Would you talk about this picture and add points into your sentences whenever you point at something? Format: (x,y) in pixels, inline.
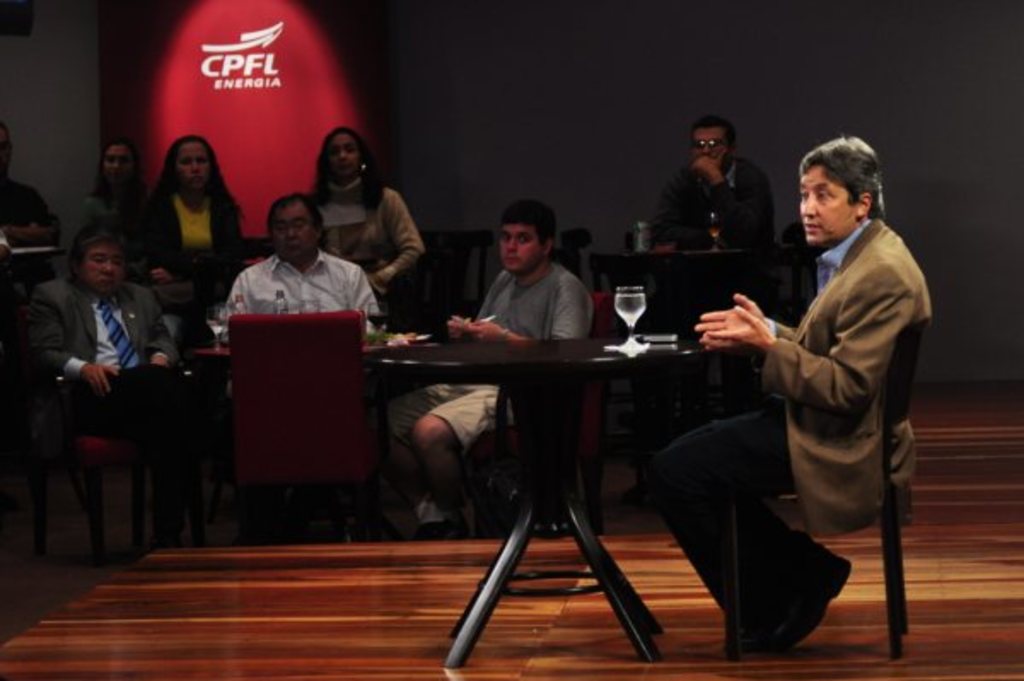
This picture is taken in a room. There is a man (860,268) towards the right (888,536) sitting on a chair (730,572) besides a table (440,342), on the table (396,364) there is a glass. Towards the left (16,209) there are group of people (3,187) staring at him. Towards the left (107,425) there is a man (152,308) wearing a blazer (139,298) and a blue tie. In the background (543,68) there is a wall (551,107) with the text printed on it.
